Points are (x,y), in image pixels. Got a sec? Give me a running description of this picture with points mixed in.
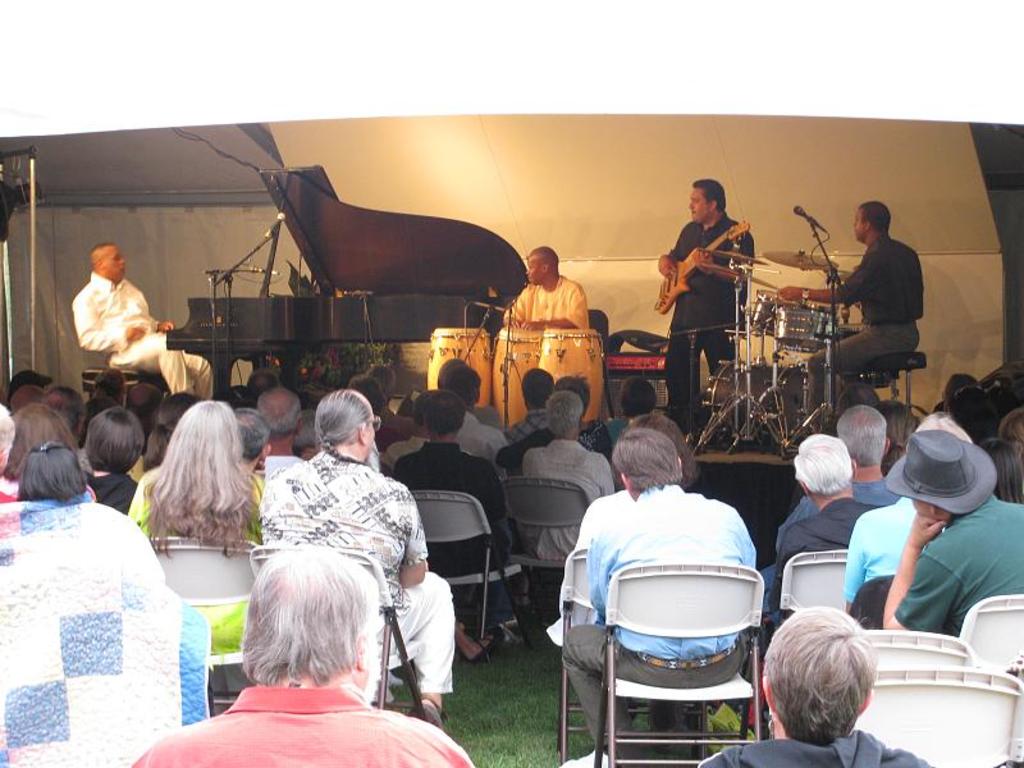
In this image there are group of people (415,753) sitting on the chair (654,692). There are three persons (538,292) playing a musical instruments (501,258).
